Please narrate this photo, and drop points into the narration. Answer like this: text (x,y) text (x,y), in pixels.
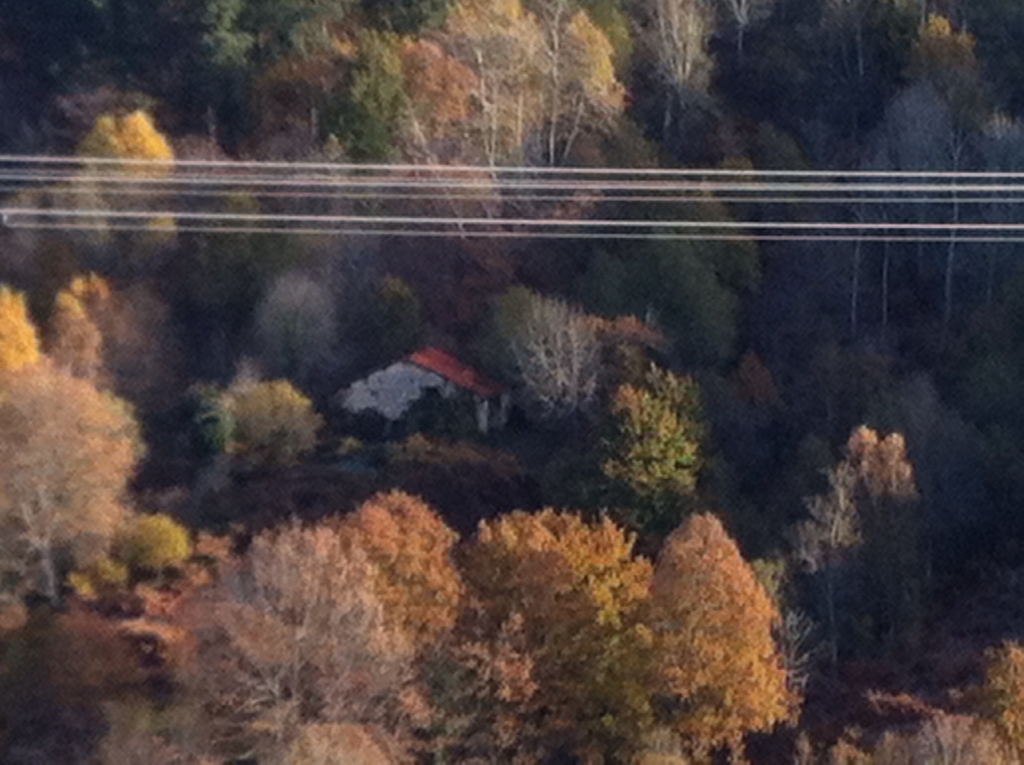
In this picture we can see a few trees (543,142) throughout the image. There is a house (399,382). We can see some wires (918,176) on top (929,188) from left to right.
